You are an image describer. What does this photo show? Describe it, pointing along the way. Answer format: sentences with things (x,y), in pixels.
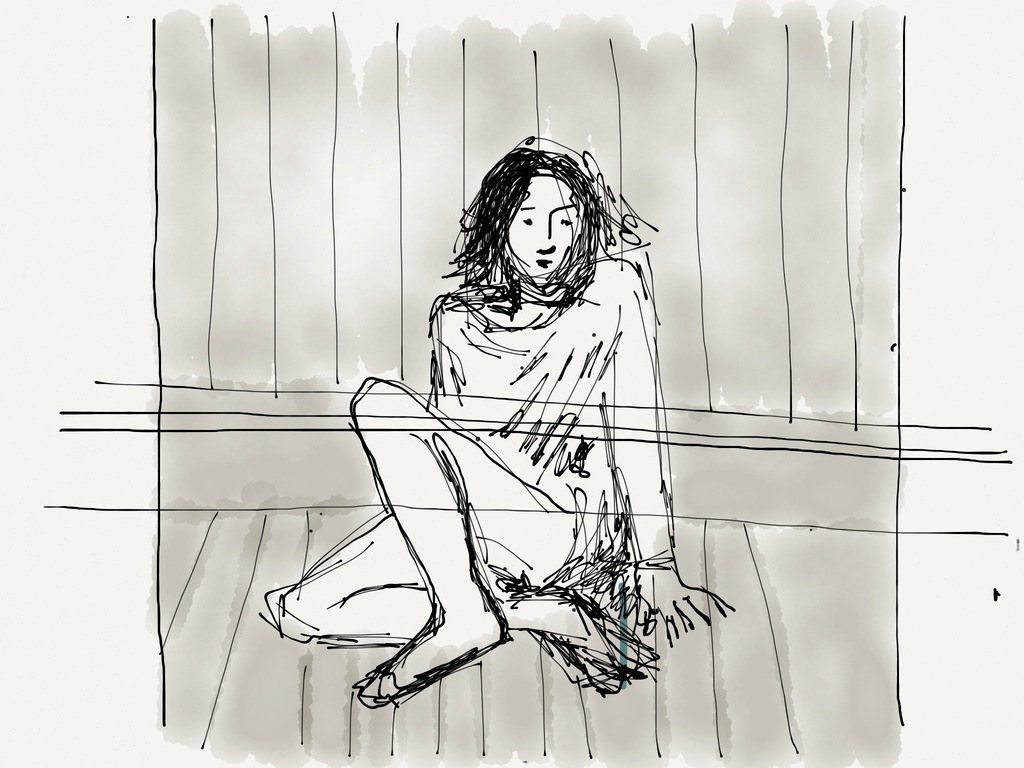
In this picture we can see a sketch of a woman (565,181) sitting on a surface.
